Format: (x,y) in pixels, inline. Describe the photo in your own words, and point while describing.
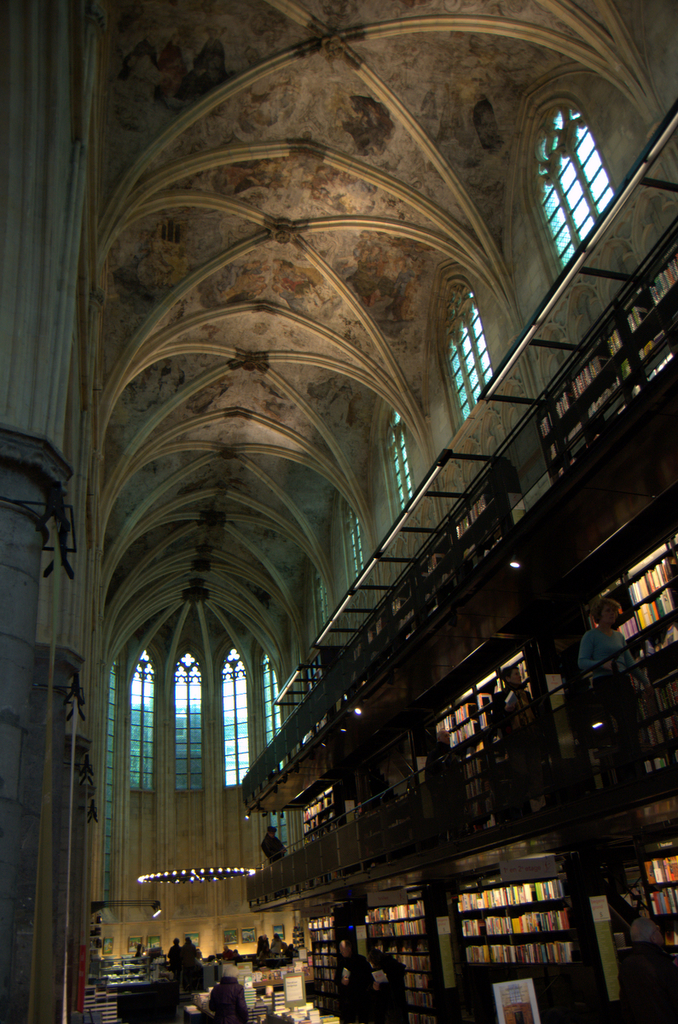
This is the inside view of a building (498,285). On the left side of the image (59,720) there are pillars (26,953). On the right side of the image (525,793) there are railings (340,866). Behind the railings (474,562) there are few people (627,668) standing and also there are cupboards (539,932) with books (551,919). In the background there are glass walls (149,726). At the top of the image (425,283) there is a ceiling (371,395). And also there are glass windows (564,232).
